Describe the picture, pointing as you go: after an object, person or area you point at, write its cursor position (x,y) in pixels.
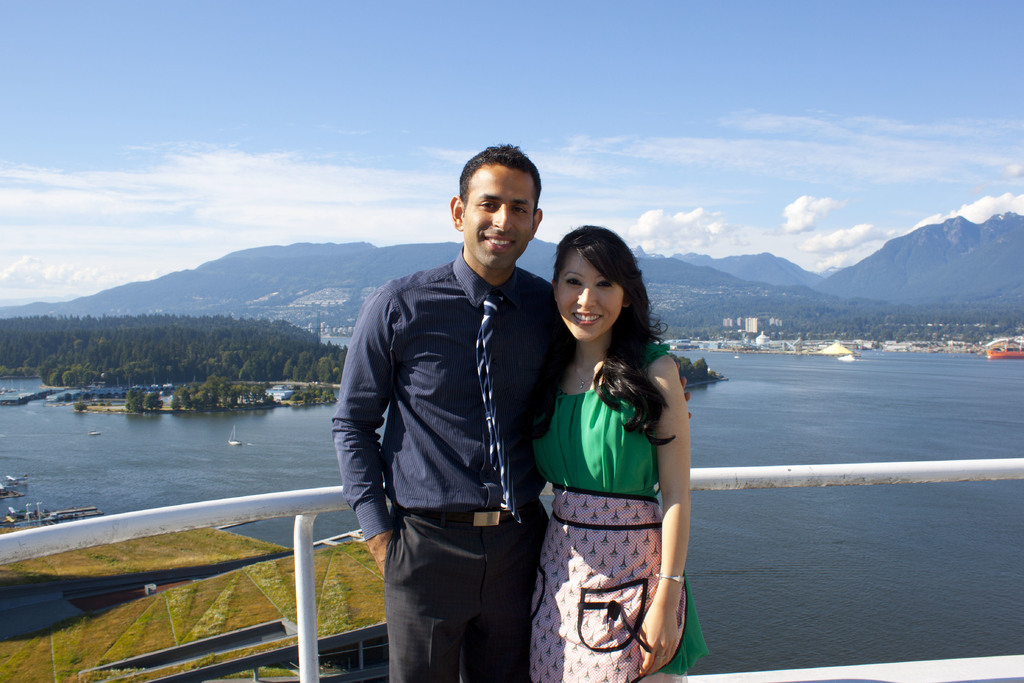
In the center of the image (523,337), we can see a man (450,555) and a lady (653,393) standing and there is a railing (729,467). In the background (327,483), there are boats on the water (277,440) and we can see trees (248,330), hills (759,281), buildings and tents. At the top (654,157), there are clouds (791,162) in the sky (634,137).
